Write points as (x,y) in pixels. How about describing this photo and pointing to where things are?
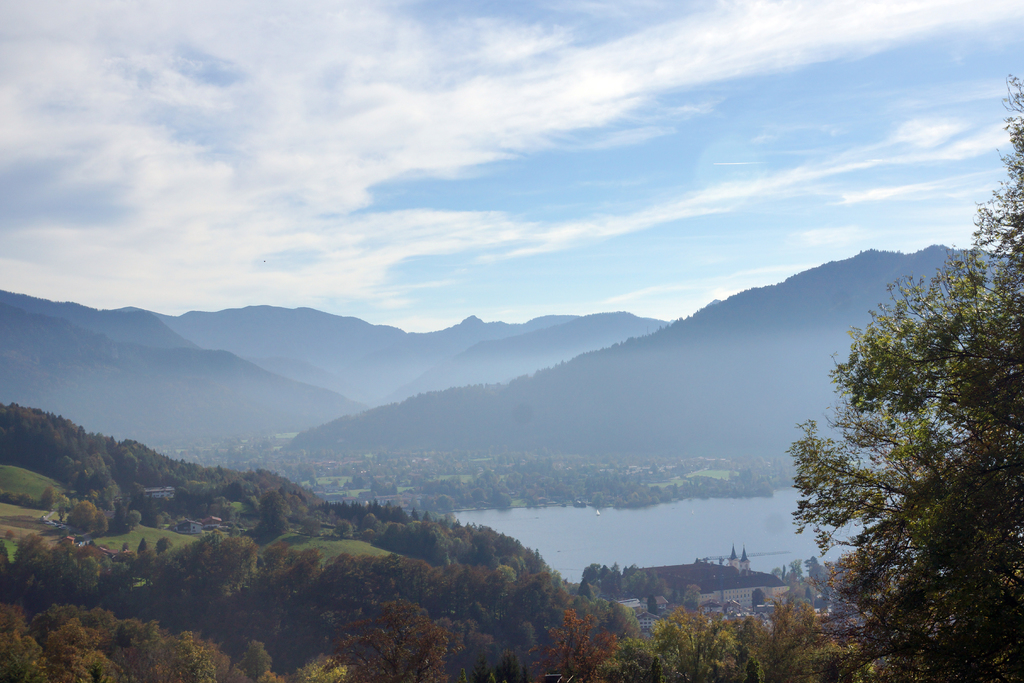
In this picture I can see trees (73,511), houses (648,609), water (681,514), hills (611,386), and in the background (612,171) there is sky (467,132).
